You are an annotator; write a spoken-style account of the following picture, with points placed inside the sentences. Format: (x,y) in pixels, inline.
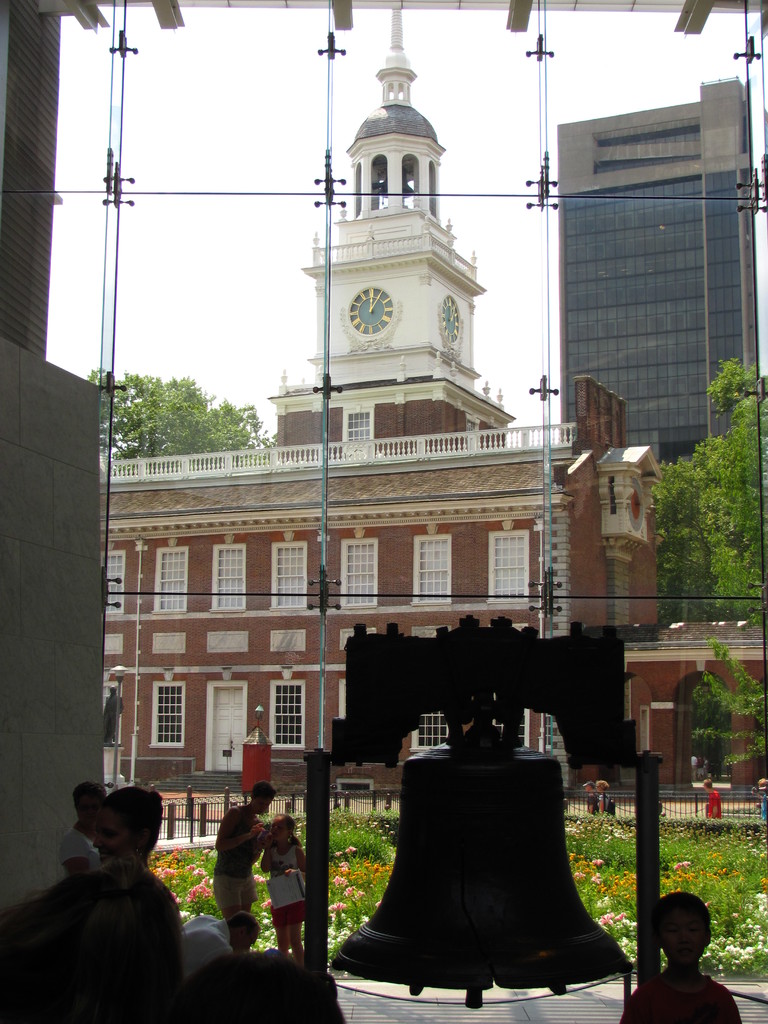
In the image there are few people (69,869) and there is a huge bell (480,731) in front of the glass window (592,78) and behind that bell (468,797) there is a beautiful flower garden (595,824), in the background (284,554) there are some buildings (399,507).
